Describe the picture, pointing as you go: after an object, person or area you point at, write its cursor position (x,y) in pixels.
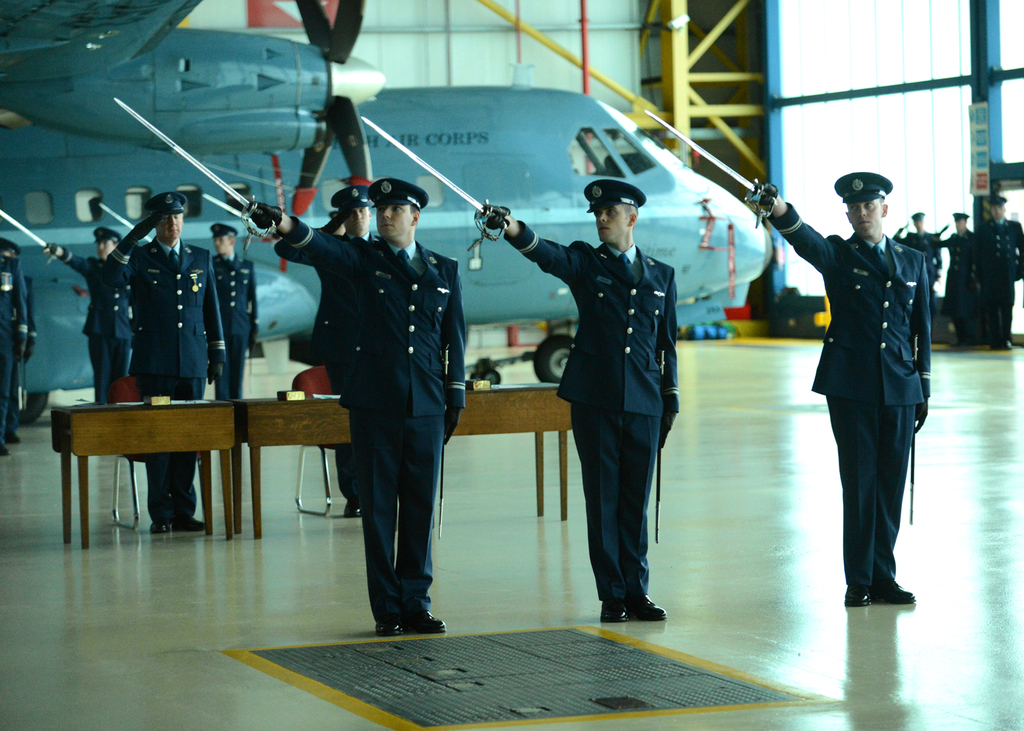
In this image in the foreground (363,351) there are a group of people (415,286) who are standing, and some of them are holding swords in the background (318,140) there is an airplane (470,227) and some people (955,261) are standing and there are some tables (165,421). On the tables (173,421) there are some papers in the background (562,47) there are some iron rods (683,82) and window (940,120) at the bottom (467,644) there is a floor (738,641).
